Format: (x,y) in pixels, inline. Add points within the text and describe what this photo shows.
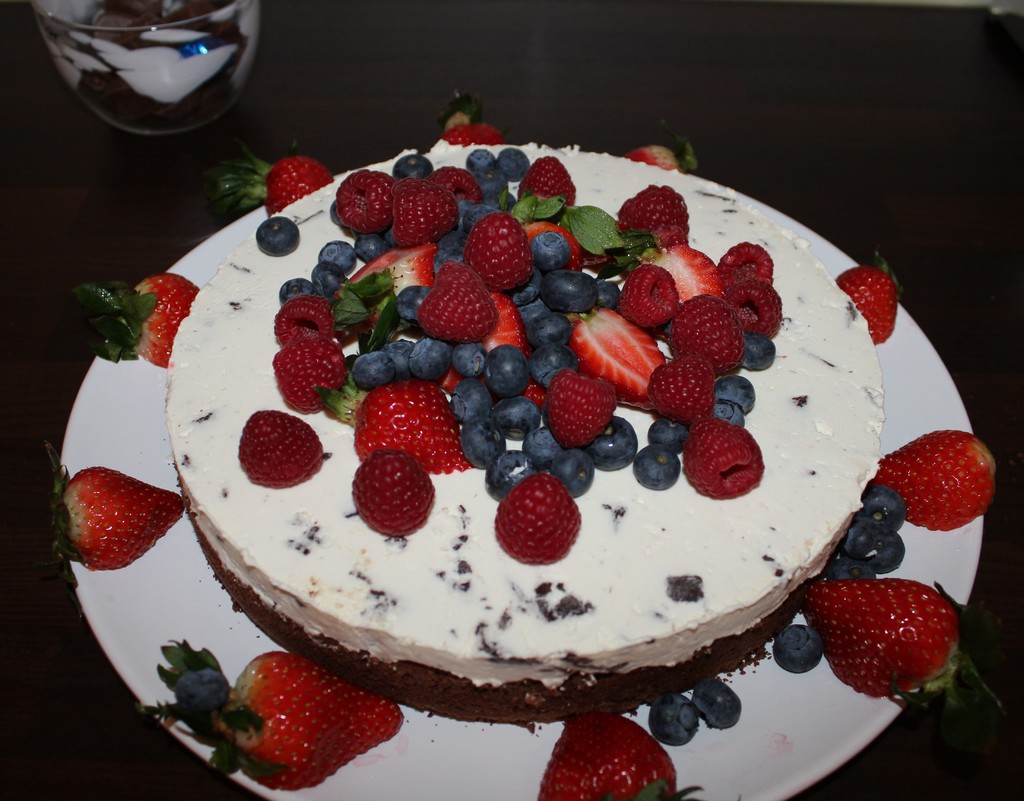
In this picture we can see a cake (761,617), strawberries (354,291), blueberries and these are placed on a white plate (106,372) and in the background (221,124) it is dark.
